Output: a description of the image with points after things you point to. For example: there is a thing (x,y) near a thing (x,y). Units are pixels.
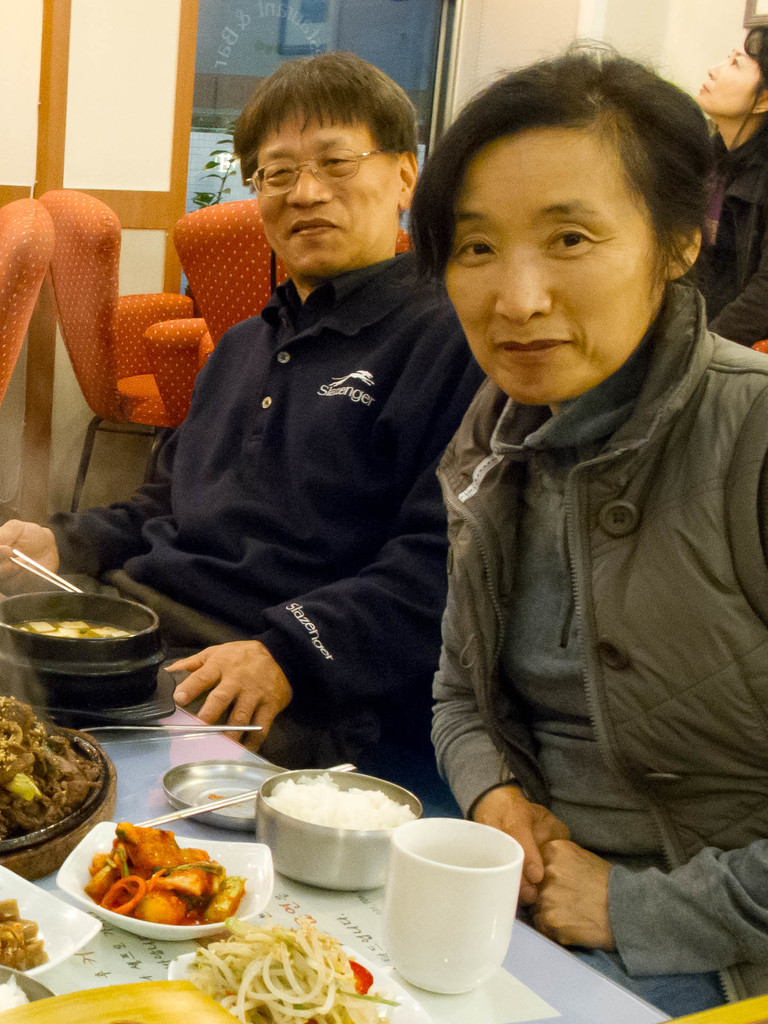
In this image I can see two persons (501,641) sitting, the person (681,688) in front (677,677) is wearing gray color jacket (664,664) and the person (383,403) at left (228,395) is wearing blue color shirt (291,379). In front (57,626) I can see few food items (7,923) in the bowl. Background (646,24) I can see the other person (719,140) wearing black jacket (728,219) and I can see few chairs (1,361) and a glass window (418,6) and the wall (529,41) is in white color.
